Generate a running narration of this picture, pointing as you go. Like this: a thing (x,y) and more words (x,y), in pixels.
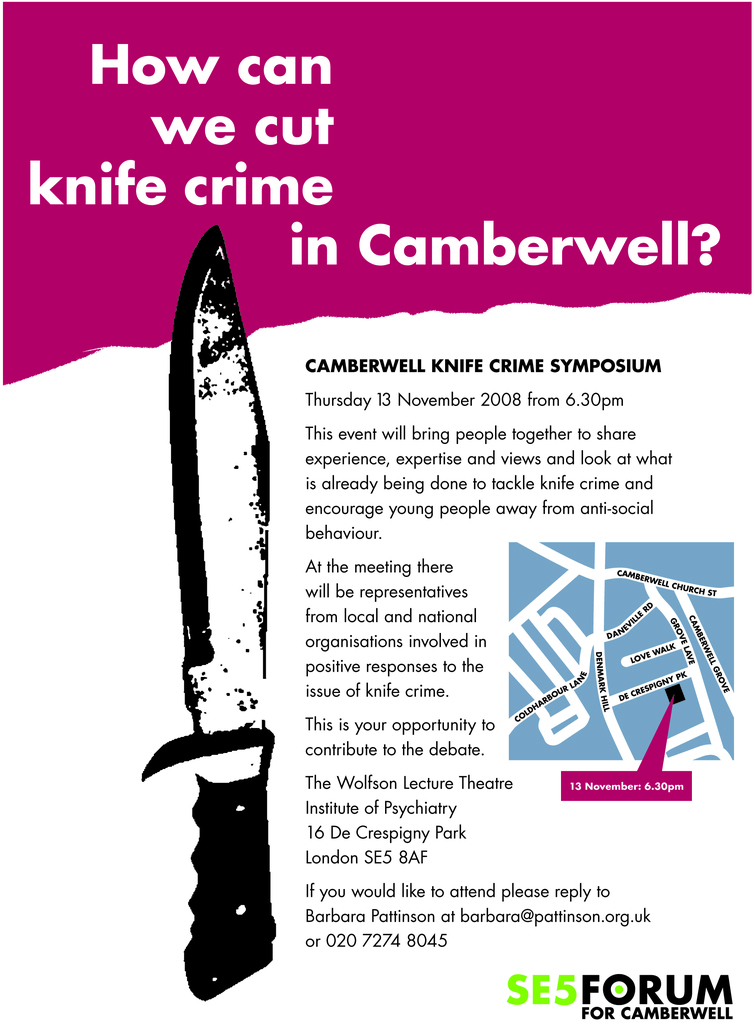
Here we can see a poster (445,596). On this poster (419,715) we can see picture of a knife (191,957) and text (309,369) written on it.
